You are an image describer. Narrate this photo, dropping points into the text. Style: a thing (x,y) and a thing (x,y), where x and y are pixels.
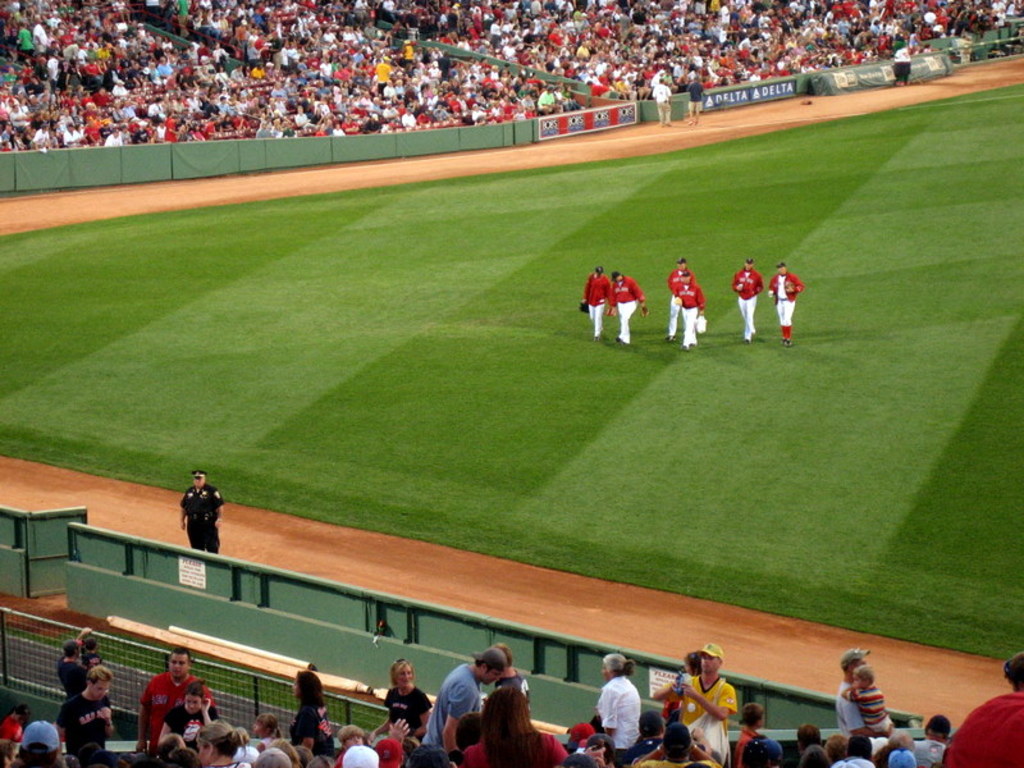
In this picture there are people (669,336) on the right side of the image (737,284) on the grassland (728,294) and there are people (517,13) those who are sitting at the top (544,64) and bottom side of the image (645,670) and there are boundaries (508,636) in the image, it seems to be a ground (182,401) in the image.
